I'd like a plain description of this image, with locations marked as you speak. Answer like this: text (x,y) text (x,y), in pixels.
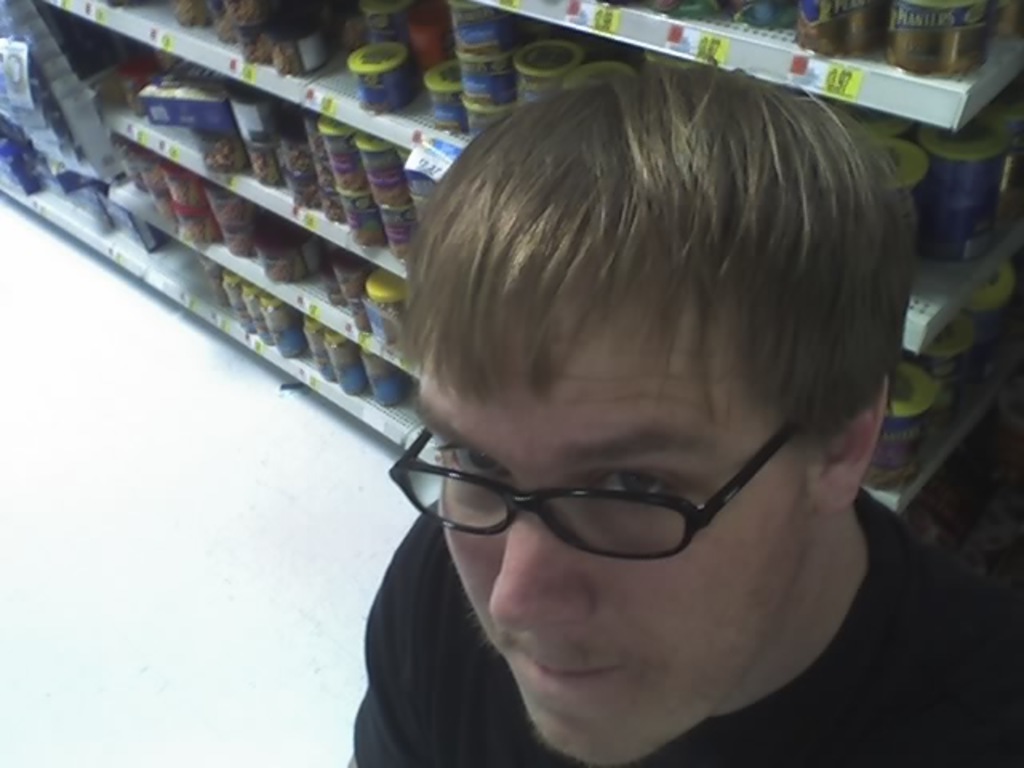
In the front of the image (636,189) I can see a person (538,573) wearing spectacles (620,496). In the background of the image (244,54) there are racks (347,70) and price tags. In that racks (332,226) there are jars (457,18) and objects (245,141).
